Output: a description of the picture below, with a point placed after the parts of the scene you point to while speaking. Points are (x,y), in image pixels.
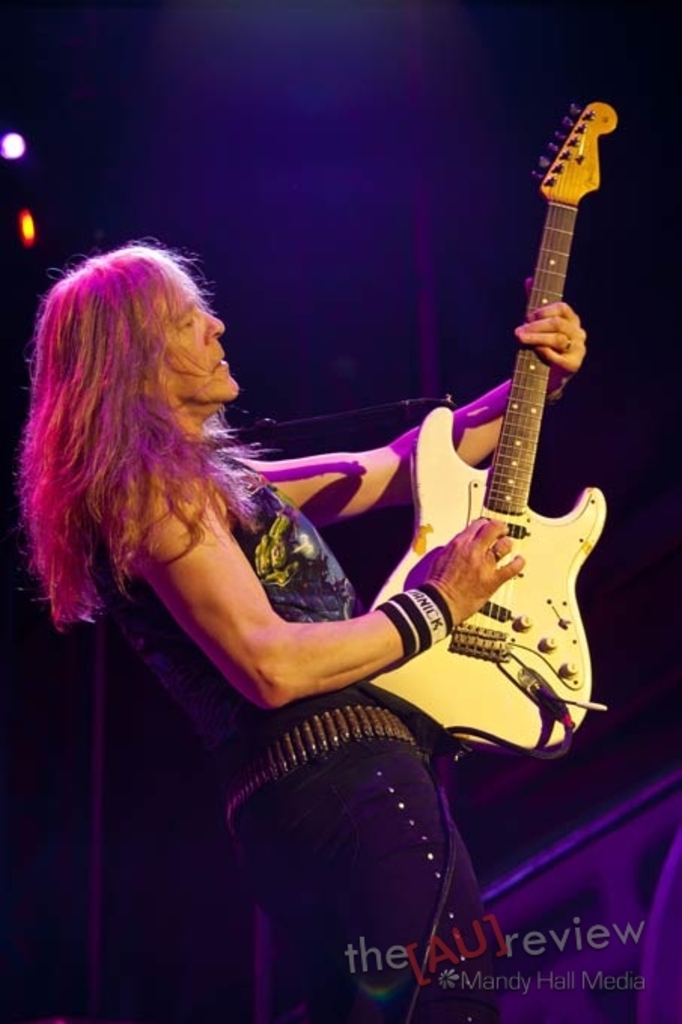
This is a picture of a man (200,734) standing and playing guitar (528,528). In the background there are some focus lights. On the right (611,886) there is a cloth (614,951).
